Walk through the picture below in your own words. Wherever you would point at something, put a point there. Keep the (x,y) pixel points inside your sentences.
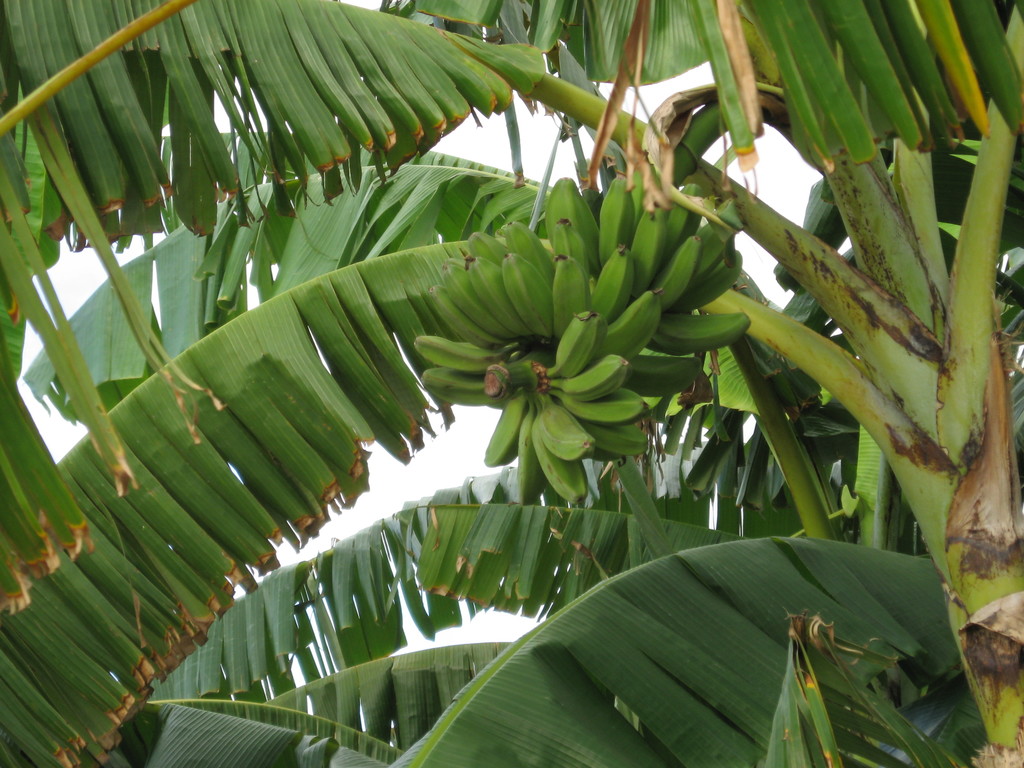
In this picture we can see bananas (518,397), branches (753,212) and leaves (421,328). In the background of the image (403,489) we can see the sky (560,175).
